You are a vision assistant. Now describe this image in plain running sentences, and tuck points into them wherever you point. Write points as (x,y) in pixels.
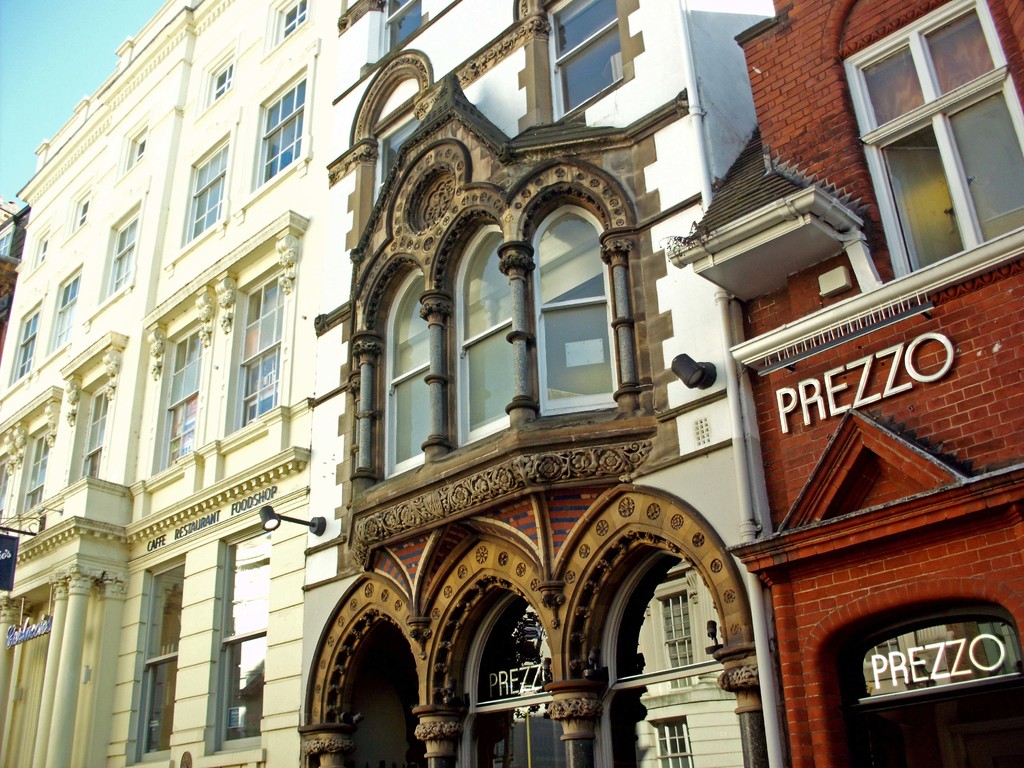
On the right side (841,374), we see a building (915,481) in brown color. It is made up of the bricks (892,487). On top of the building (824,404), it is written as "PREZZO". Beside that, we see a white building (585,496). It has pillars (453,739) and windows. In the background (250,274), we see buildings (58,373) and street lights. In the left top of the picture (57,60), we see the sky (48,91).
